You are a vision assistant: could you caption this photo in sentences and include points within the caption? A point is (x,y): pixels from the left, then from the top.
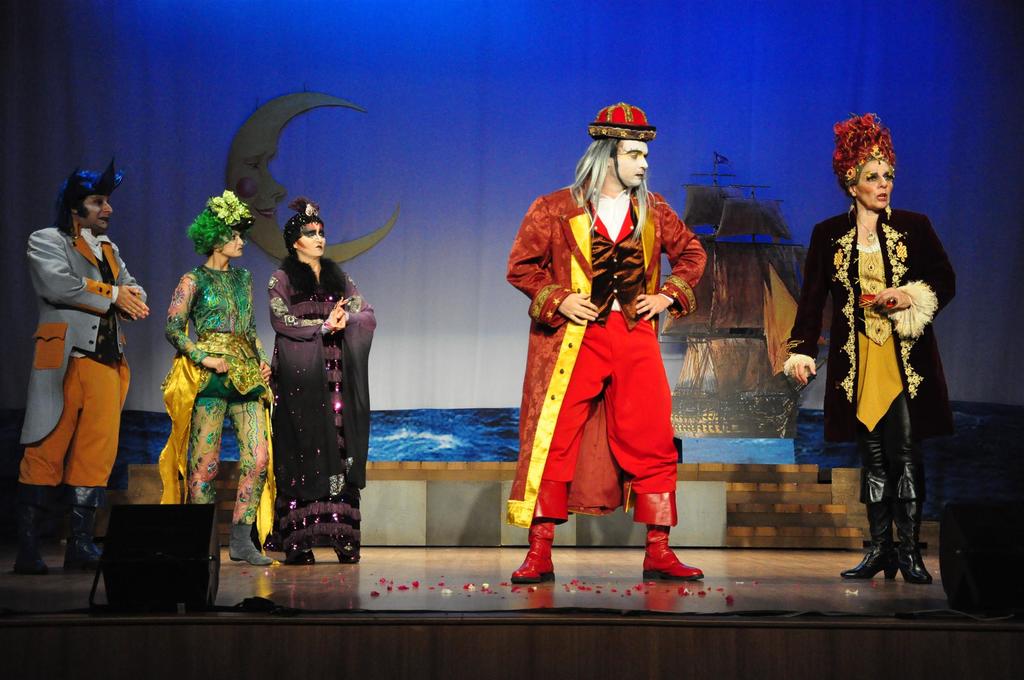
In this image we can see a group of people (607,348) wearing the costumes (620,487) standing on the stage (712,614). We can also see the speaker boxes (124,577). On the backside (132,231) we can see a curtain (123,221) containing some pictures (745,383) and the structure of a moon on it.
